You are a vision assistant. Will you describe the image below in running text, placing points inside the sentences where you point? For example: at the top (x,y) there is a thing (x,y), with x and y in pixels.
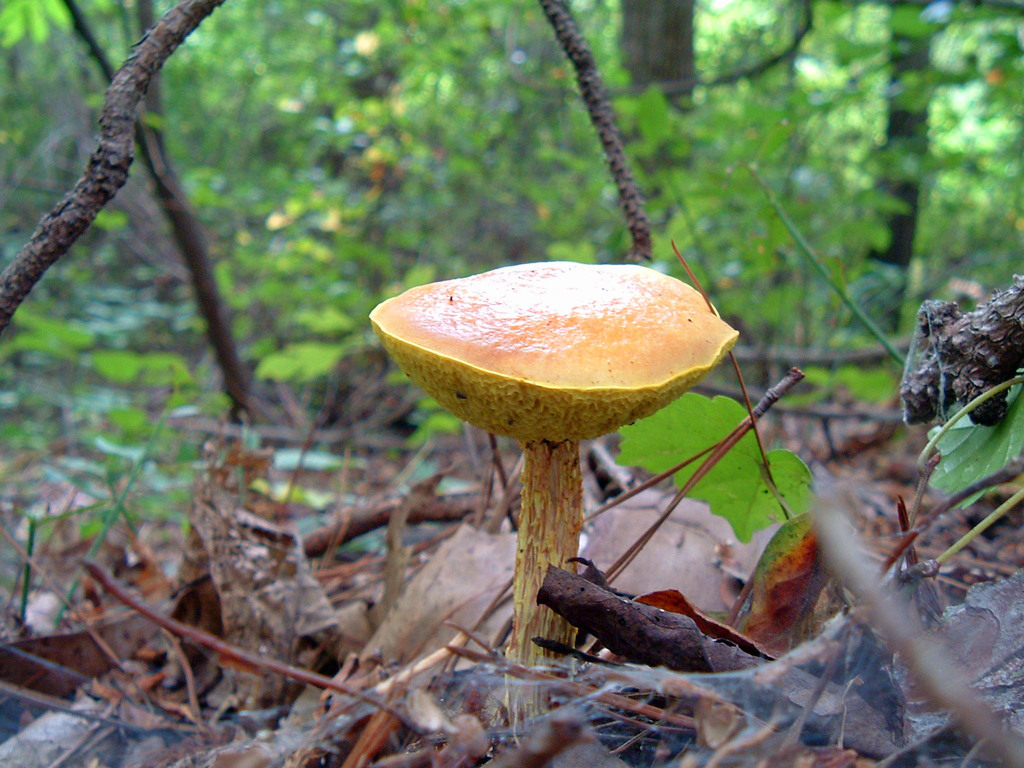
In this image I can see a mushroom (541,391) and there are dry leaves (165,656) in the front (58,564). There are trees (527,138) at the back (529,179).
